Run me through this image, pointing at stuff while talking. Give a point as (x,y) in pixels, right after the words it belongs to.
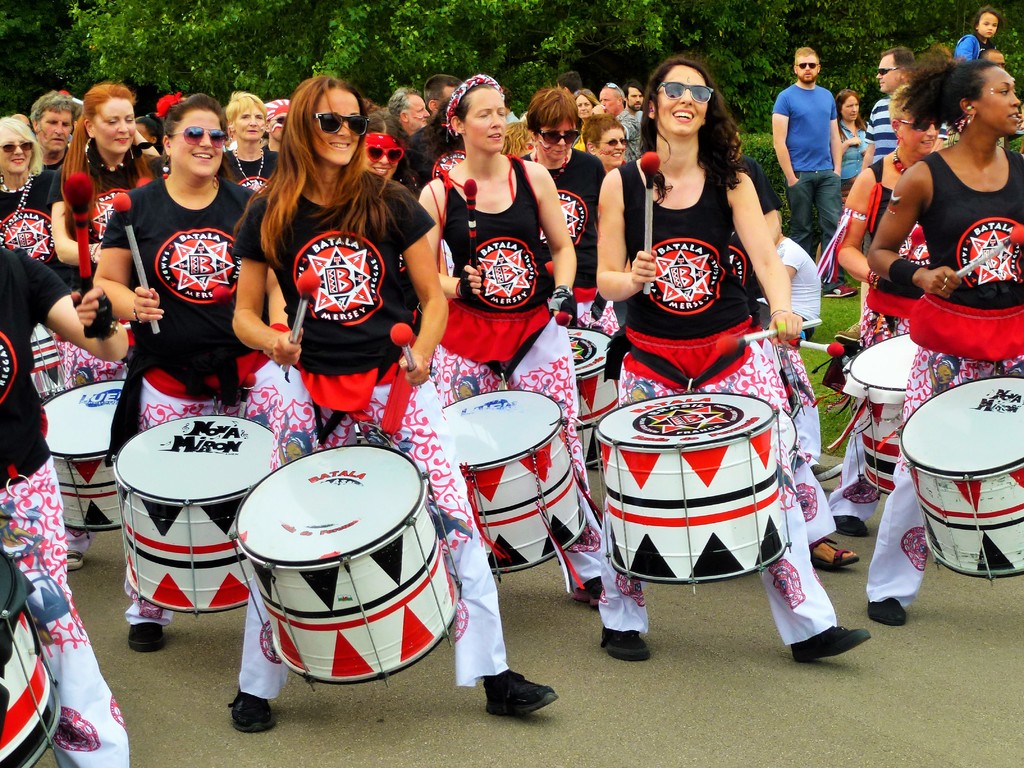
In this image, group of people (661,304) are playing a musical instrument (786,441) and they are smiling. At the background (636,64), we can see trees (469,22). The people (559,143) who are playing musical instrument (436,576), they are walking on the road (845,719). Here we can see grass (840,314) on the right side (848,309).
